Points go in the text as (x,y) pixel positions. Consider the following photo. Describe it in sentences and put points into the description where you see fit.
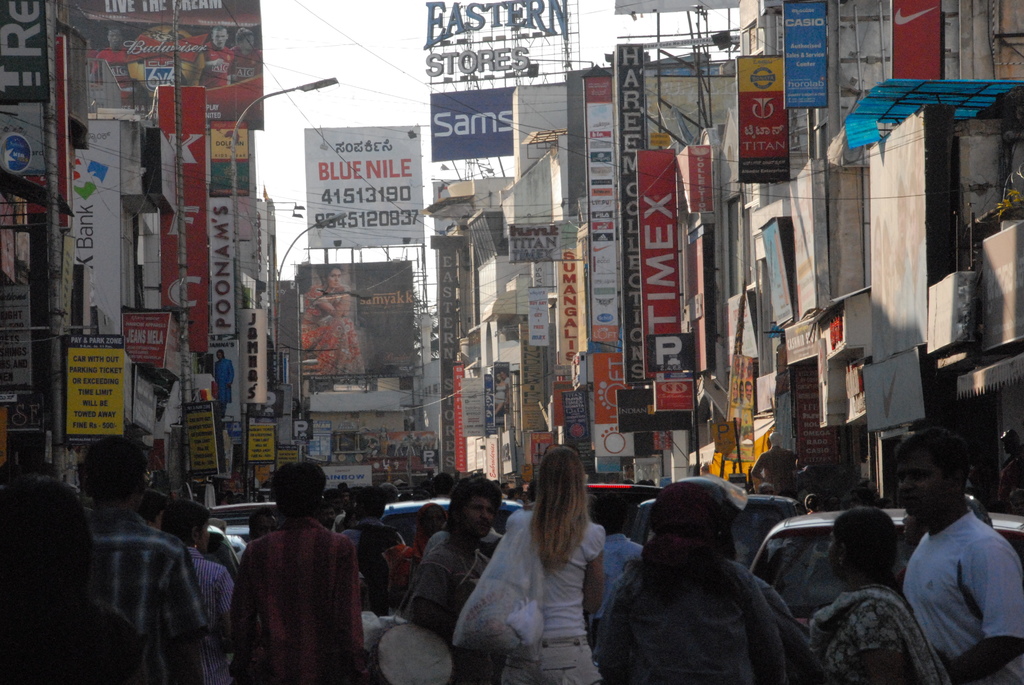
In this image in front (1011,581) there are people (539,557). Behind them there are cars (393,510). There are boards (228,371), banners (322,178), street lights (332,86), buildings (142,145) and sky (373,19).
